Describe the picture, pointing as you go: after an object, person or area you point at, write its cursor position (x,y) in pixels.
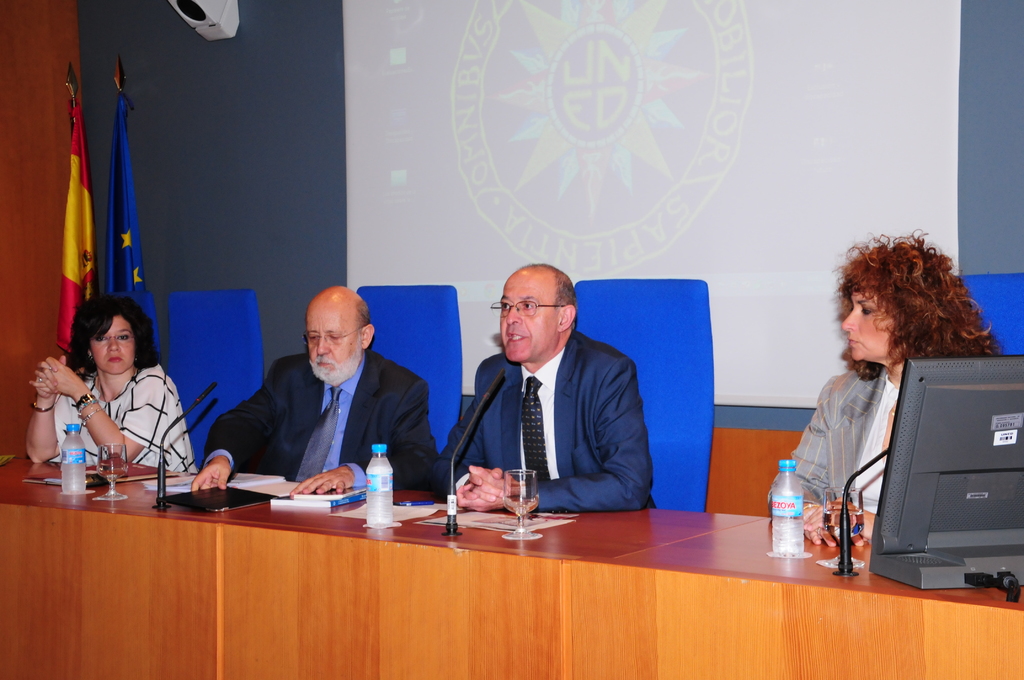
There are four people (50,439) seated. first one is a woman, second one is a man (339,296), third one is a man (509,380) speaking with the help of microphone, fourth one is a woman (870,366), on side of her we can see the monitor (1018,575), on back to them we can see a projector screen (853,7). on left side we can see two flags (136,283).
